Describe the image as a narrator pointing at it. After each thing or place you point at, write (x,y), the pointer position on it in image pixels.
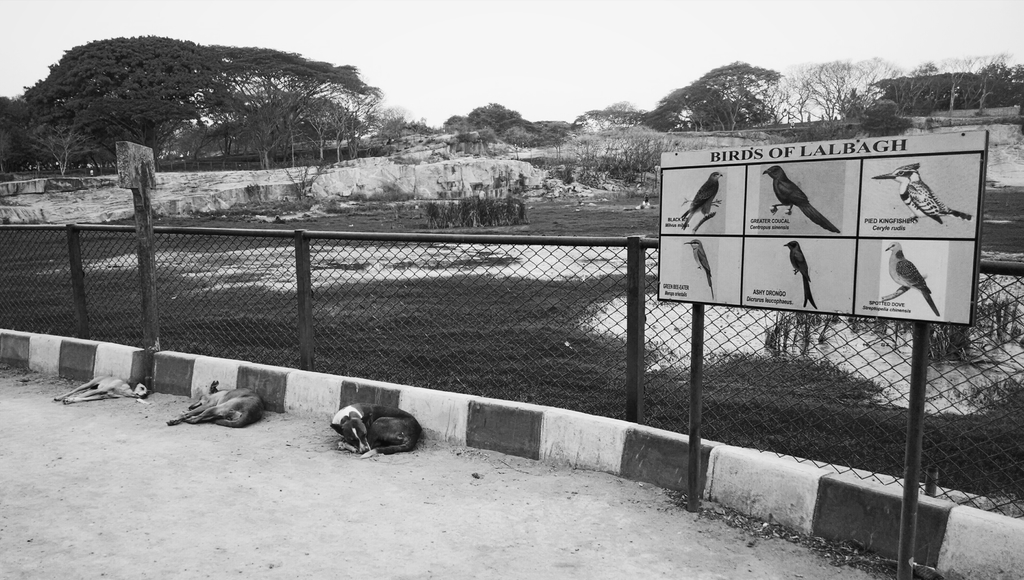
In the foreground of this black and white image, there is a path (303,519), three dogs (386,446), fencing (415,290), boards (823,268), rock (425,164), trees (233,82) and the sky (476,53).
